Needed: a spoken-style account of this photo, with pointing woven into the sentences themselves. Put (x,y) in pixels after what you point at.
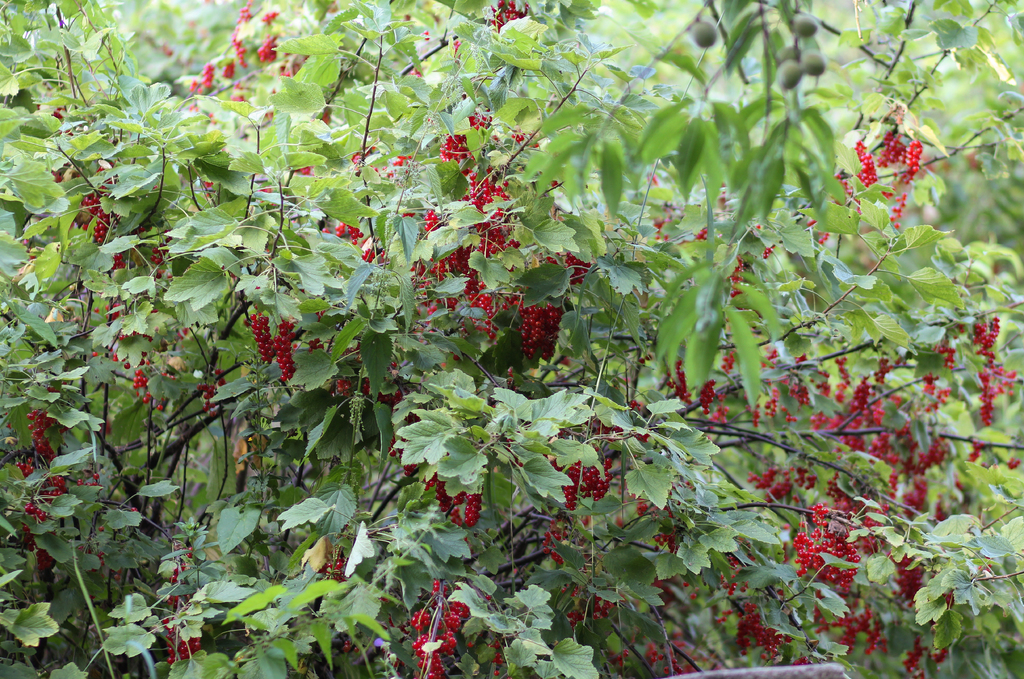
In this image there are plants (285,600), for that plants (399,325) there are fruits (789,66).
